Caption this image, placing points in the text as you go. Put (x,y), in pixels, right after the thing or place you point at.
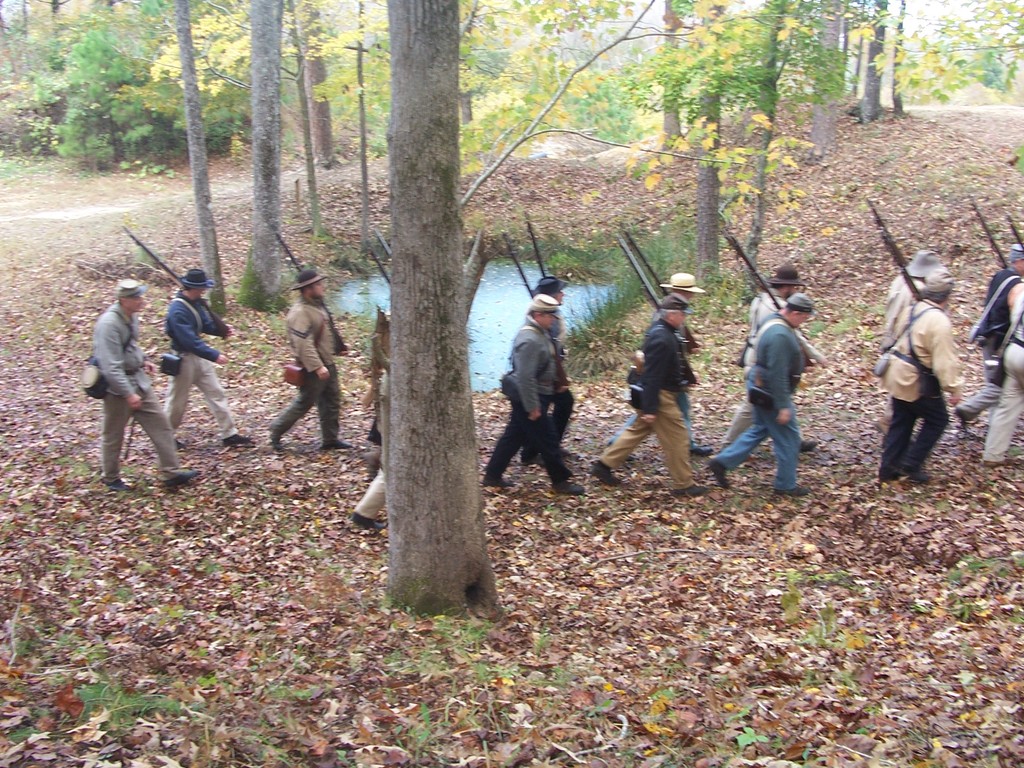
In this picture I can see few people (377,444) walking and they wore hats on their heads (560,303) and they are holding guns (173,275) in their hands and I can see trees (379,84) and leaves (69,321) on the ground (232,604) and I can see water (484,352).
